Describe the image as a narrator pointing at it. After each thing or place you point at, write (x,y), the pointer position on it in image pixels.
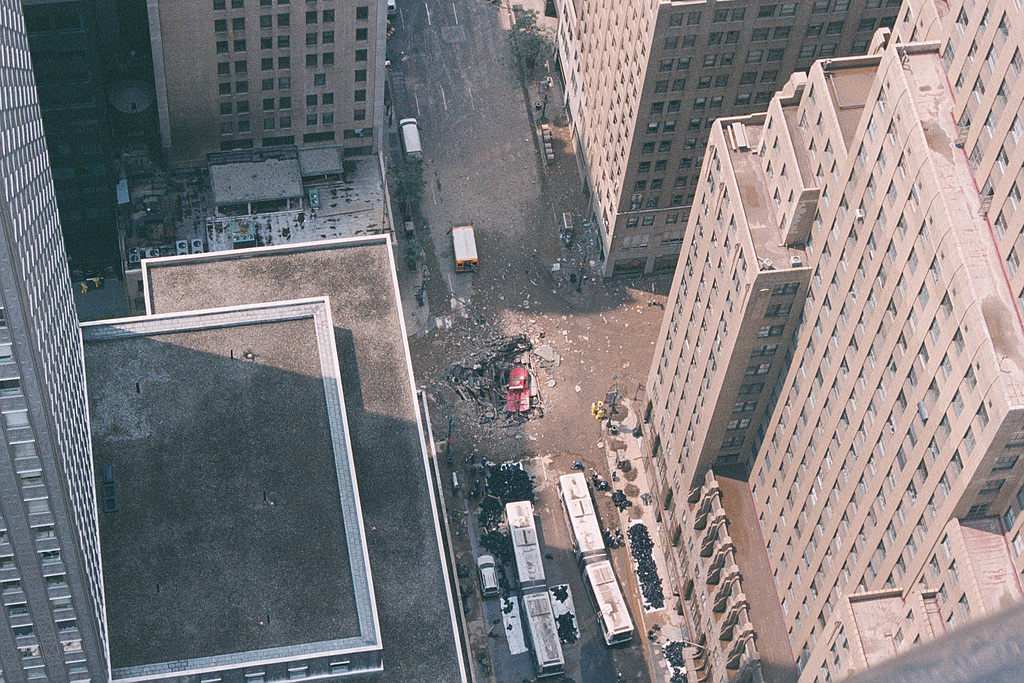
In this picture buildings (975,449), vehicles (536,561), road (453,198) and tree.
